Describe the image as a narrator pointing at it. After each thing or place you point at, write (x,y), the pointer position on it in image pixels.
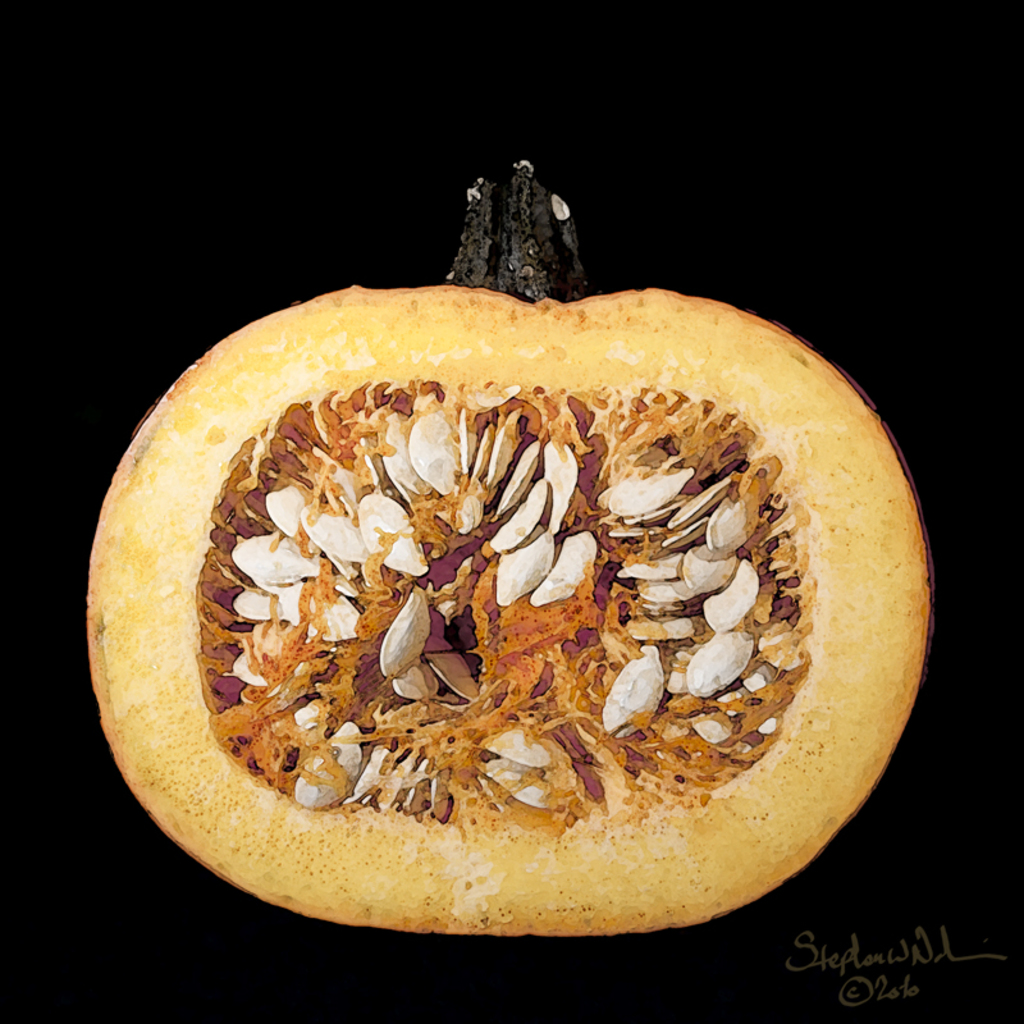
In this image I can see the pumpkin (518,716) in brown and white color and I can see the dark background (394,1000).
